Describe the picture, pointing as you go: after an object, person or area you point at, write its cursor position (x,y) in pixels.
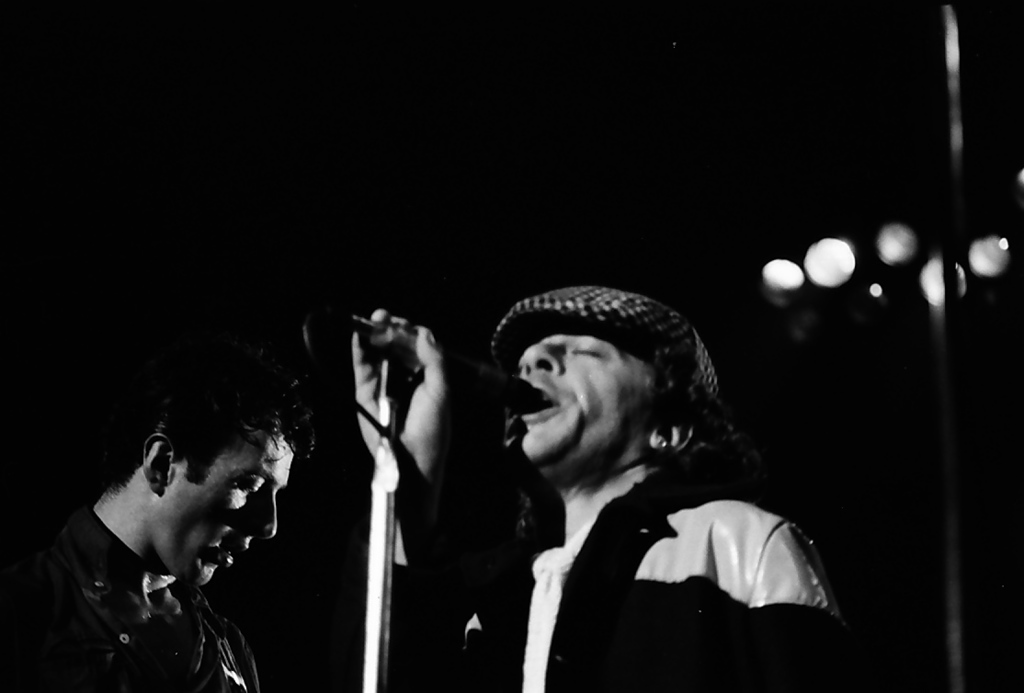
In this image there are two people (505,660). In the middle of the image (656,439) a man (622,554) is standing holding a mic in his hand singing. In the left side of the image (165,691) a man (0,666) is standing. At the background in the right side of the image (898,262) there are few lights (934,296).
